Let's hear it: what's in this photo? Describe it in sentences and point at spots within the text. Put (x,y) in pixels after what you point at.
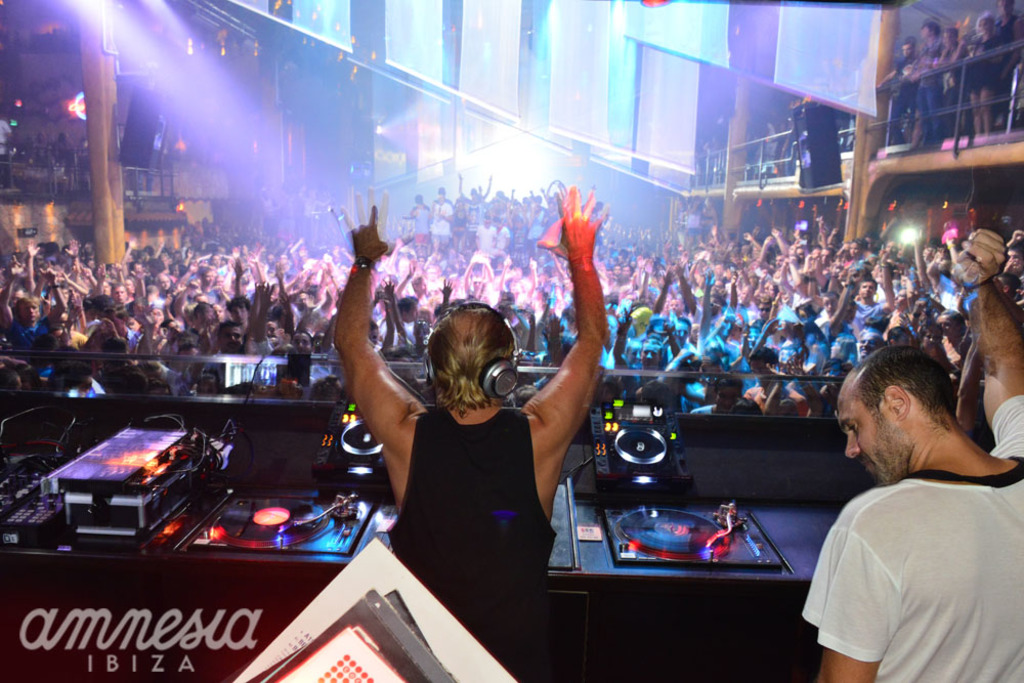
This image is taken in a concert. At the bottom of the image (654,643) there is a table (625,631) with many things (137,472) on it and there is a board (207,638) with a text (253,627) on it. At the top of the image (367,102) there is a wall (737,33) and a few people (906,74) are standing on the floor (921,146) and there is a railing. On the right side of the image (882,421) a man (836,541) is standing on the dais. In the middle of the image (558,401) a man (386,373) is standing on the dais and many people (132,284) are standing on the floor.
